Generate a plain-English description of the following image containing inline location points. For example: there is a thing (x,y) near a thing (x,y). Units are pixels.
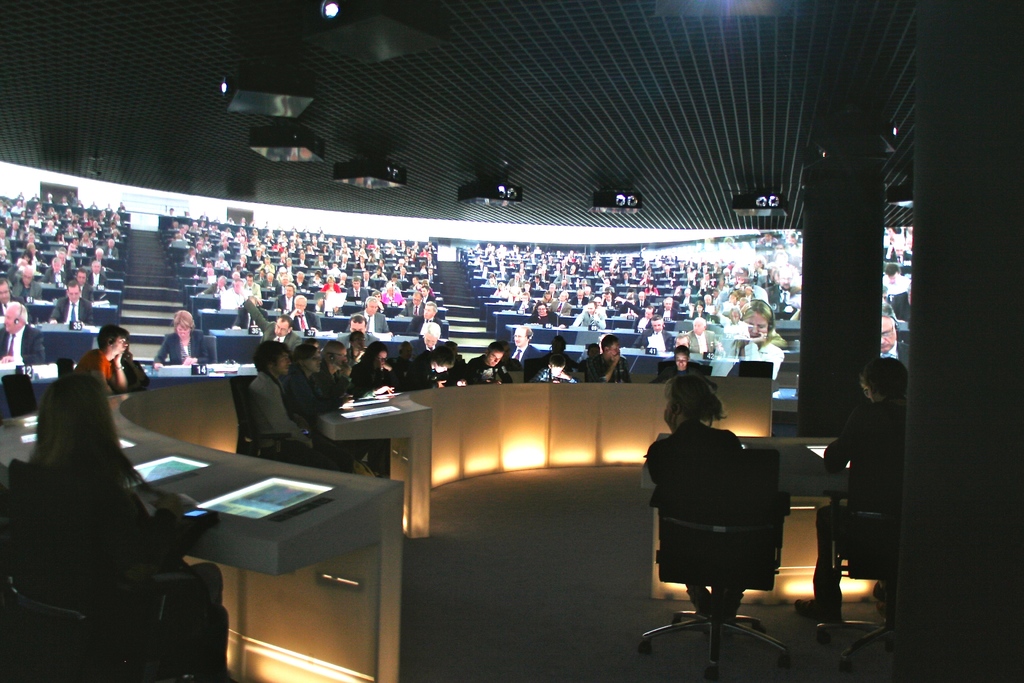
In this image I see a number of people (727,446) who are sitting on chairs (22,400) and I see tables (215,397) in front of them and I see screens (187,468) on the tables (360,410) and I see the steps (170,287) and I see the lights (339,670) on the tables (628,431) and I see the floor (525,573) and I see the projectors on the ceiling (642,150).
